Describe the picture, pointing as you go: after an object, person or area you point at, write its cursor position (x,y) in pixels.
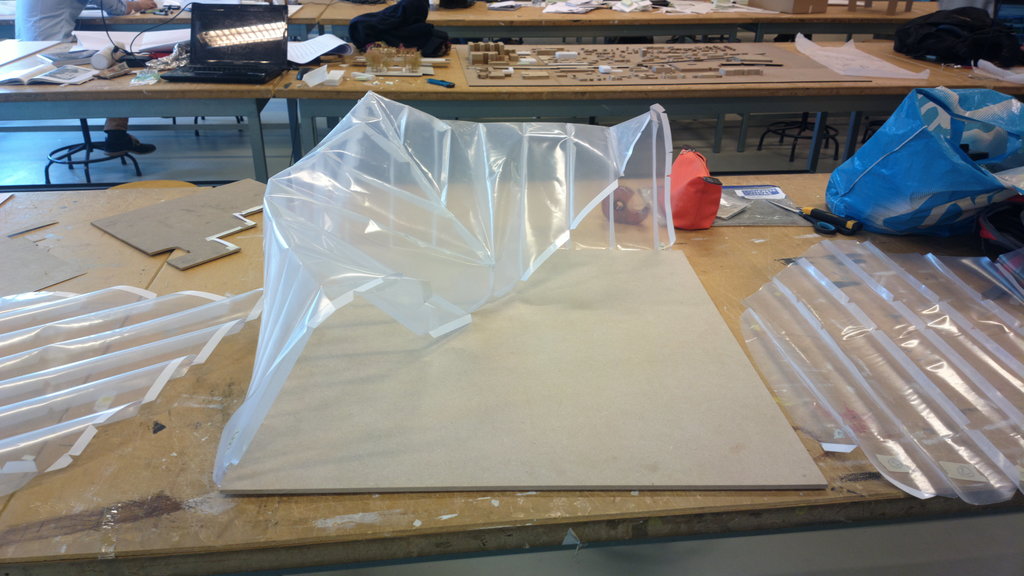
In this image I can see number of tables (508,20) and on these tables (492,18) I can see few bags (971,233), a laptop (238,47) and many other stuffs (504,56). In the front (9,381) I can see few plastic stuffs (165,330).
